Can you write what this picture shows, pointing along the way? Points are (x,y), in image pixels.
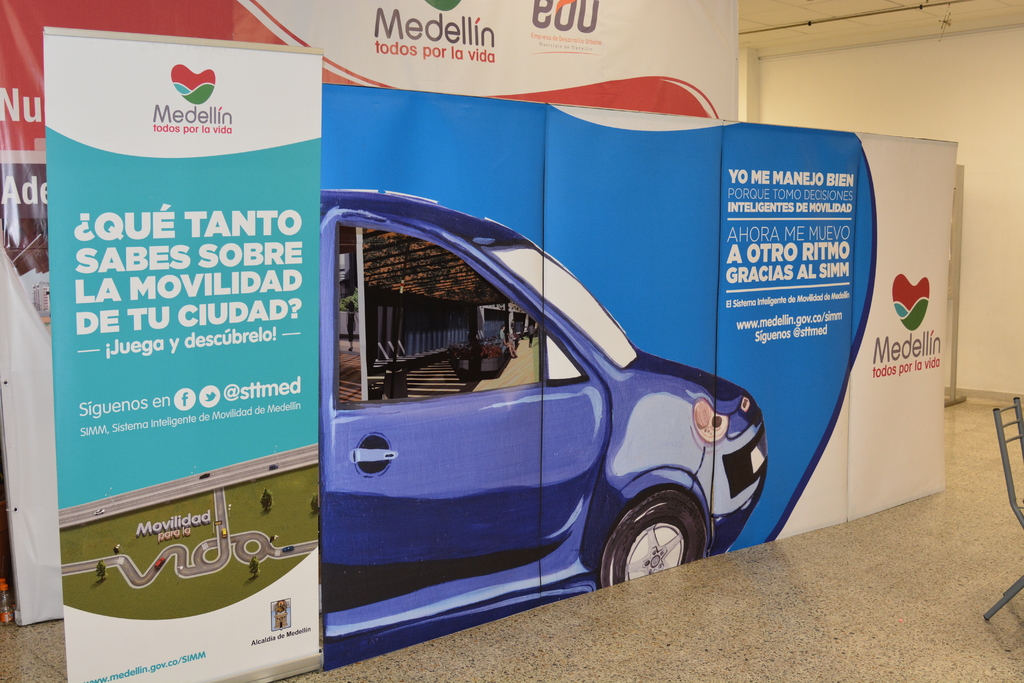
In this picture we can see few hoardings (534,405), a chair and a wall (995,199).
